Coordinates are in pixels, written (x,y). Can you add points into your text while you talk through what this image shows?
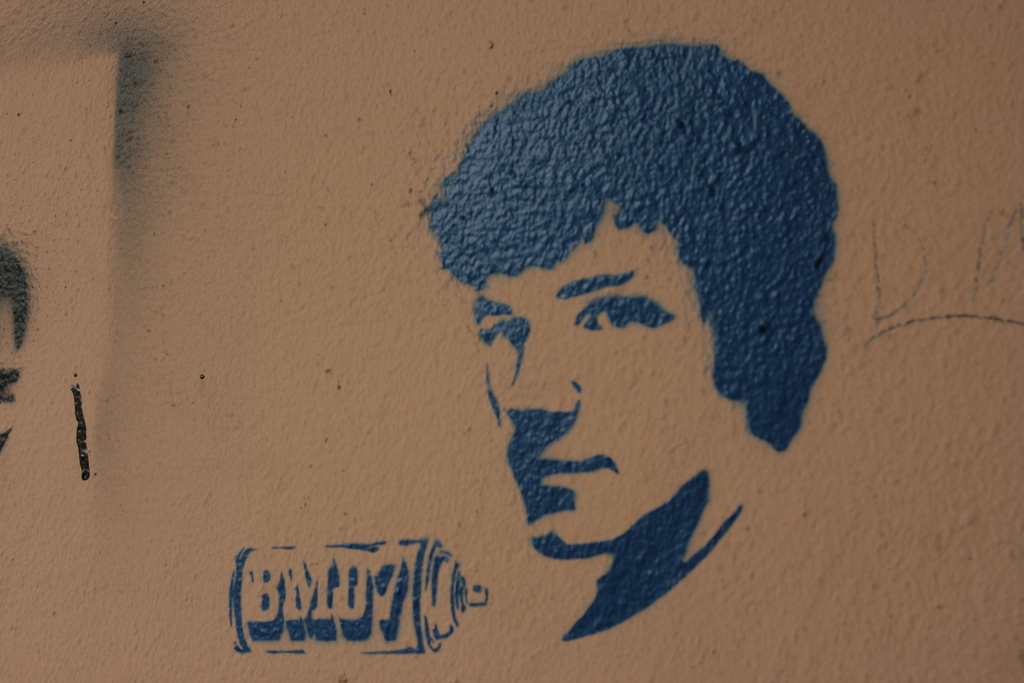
In the picture there is a wall (849,17), on the wall (643,353) there is a person's painting (641,354). On the left (13,373) there is another painting (15,291).
